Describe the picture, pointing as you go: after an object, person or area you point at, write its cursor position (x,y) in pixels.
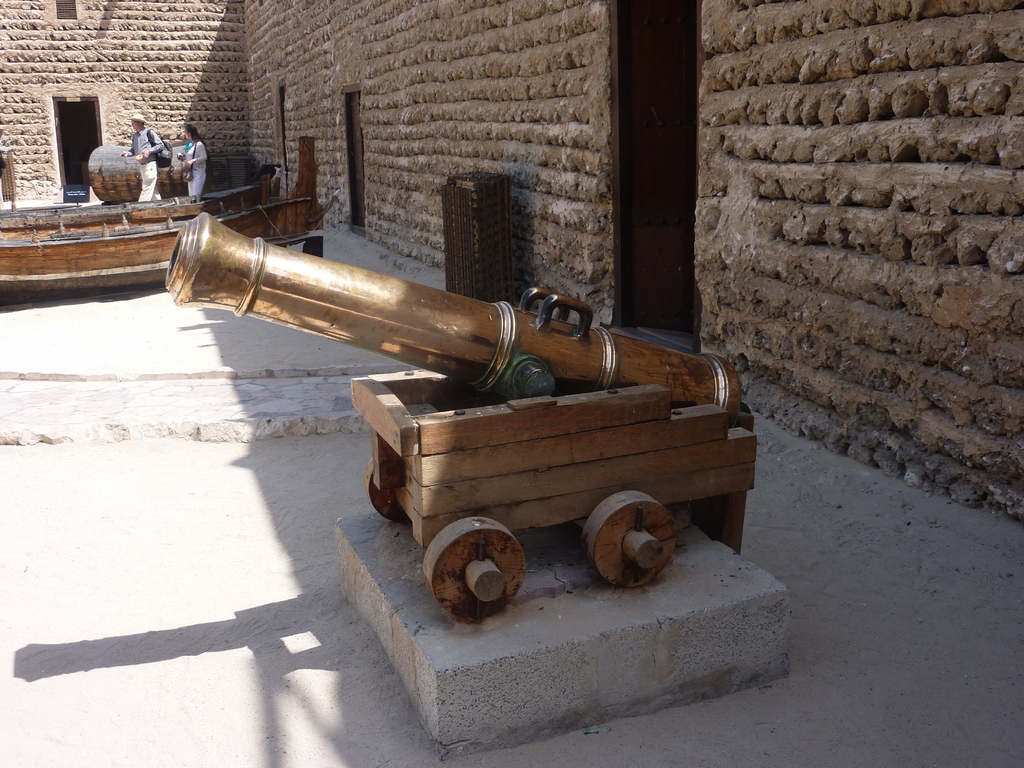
In this image we can see a weapon (570,388). Behind walls (495,114), doors (620,70), wooden things (246,219) and two persons (148,163) are there.
